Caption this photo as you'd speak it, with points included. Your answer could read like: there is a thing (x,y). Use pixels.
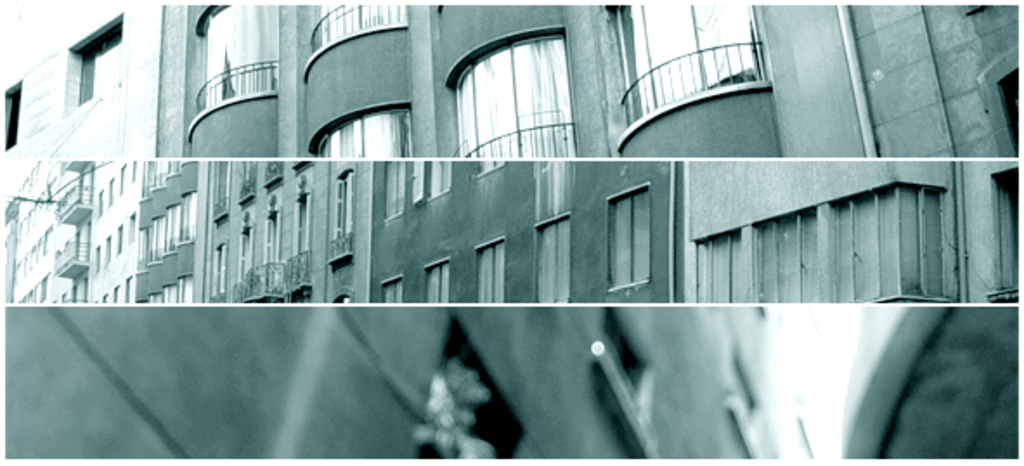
In this picture I can see the collage of images and I see number of buildings (404,86) and I see that this image is of black and white in color.
